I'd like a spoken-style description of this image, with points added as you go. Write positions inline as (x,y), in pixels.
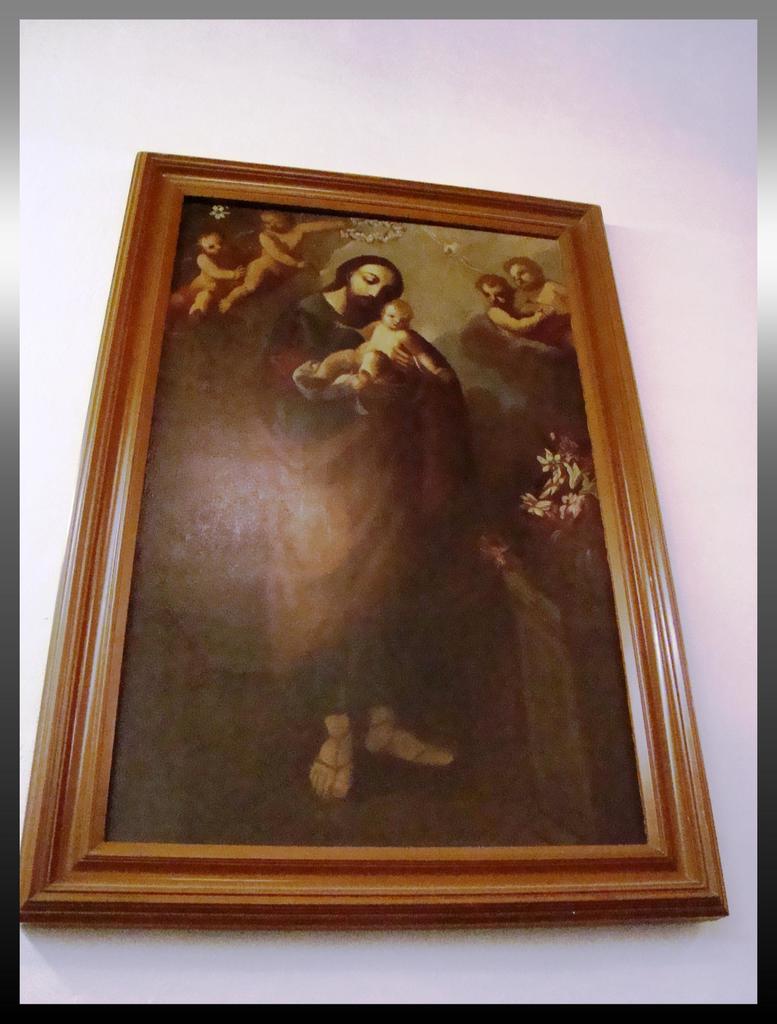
In this image I can see photo frame (232,573) on a white color surface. On the photo (345,497) I can see picture (386,501) of the Jesus (361,453) and people (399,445).
